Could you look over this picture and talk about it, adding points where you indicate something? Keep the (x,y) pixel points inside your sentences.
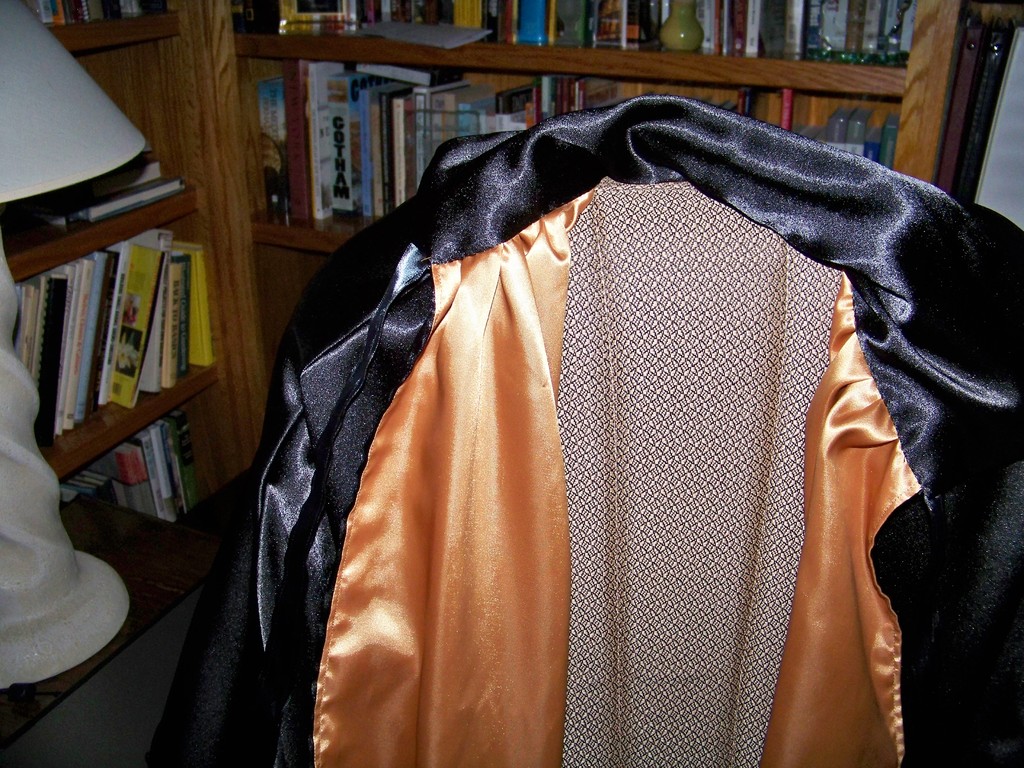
In this image we can see many books (434,111) in the shelves (187,104). There is a coat (906,634) on an object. There is a lamp (46,586) at the left side of the image (33,565).
